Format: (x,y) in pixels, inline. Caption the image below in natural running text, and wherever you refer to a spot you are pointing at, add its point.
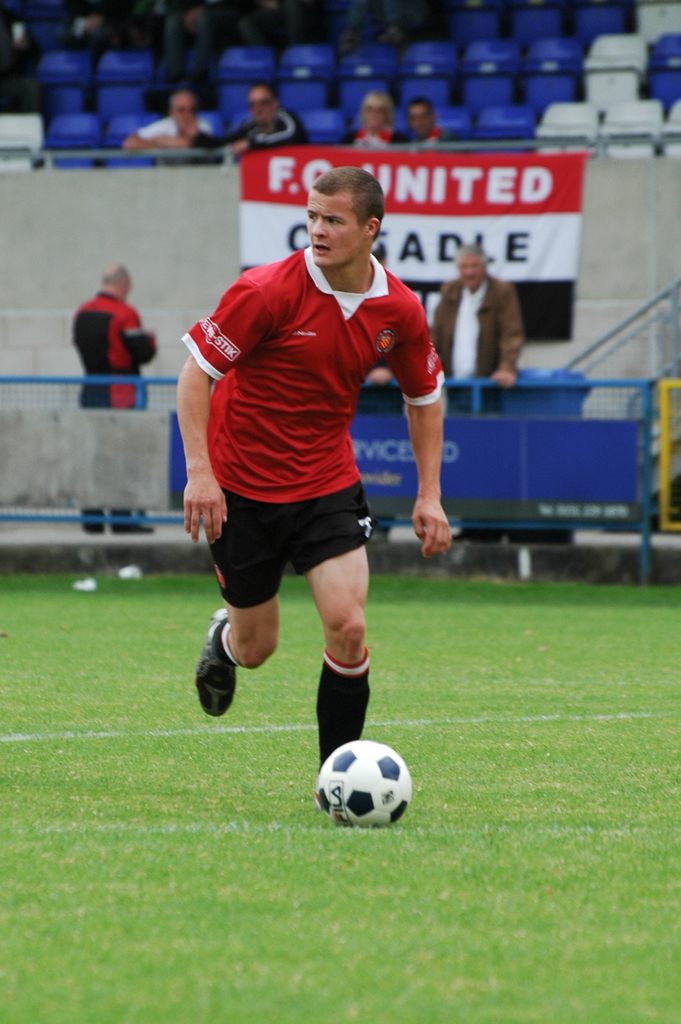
In this picture I can see there is a man (355,486) running and looking at left side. There is a ball (343,819) on the floor (440,932). There are few people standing in the backdrop (490,304) and there are few audience (191,106) sitting here in the chairs (534,78).
